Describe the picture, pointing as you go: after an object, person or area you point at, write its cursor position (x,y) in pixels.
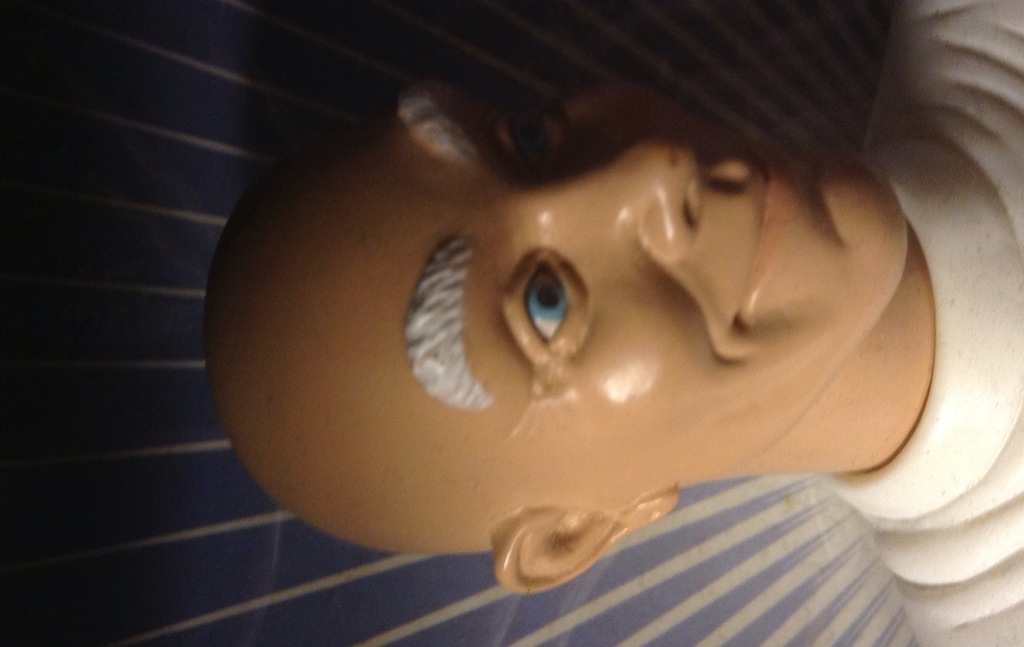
In this image we can see a mannequin (840,467).
